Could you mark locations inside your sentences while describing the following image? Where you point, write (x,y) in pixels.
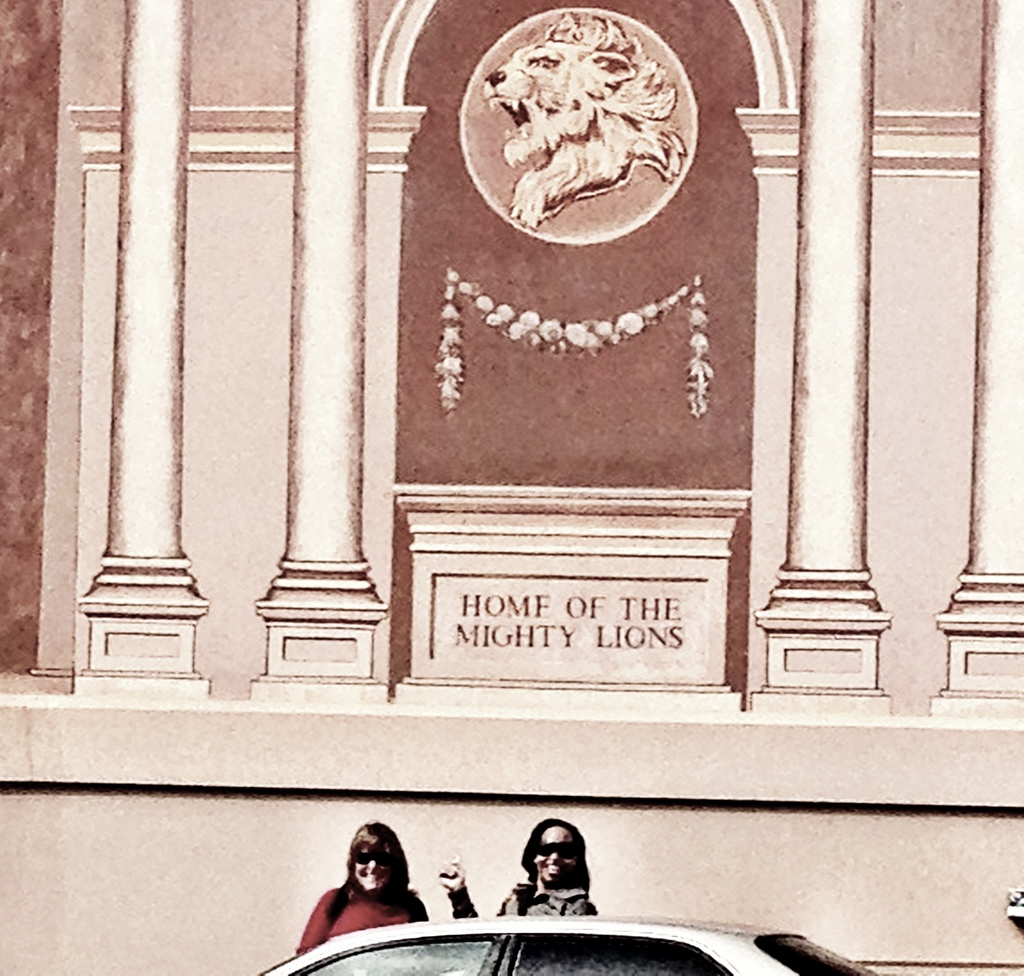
This picture is consists of a posters (448,565), which includes the home (523,447) of a mighty lions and there are two ladies (440,875) and a car (829,957) at the bottom side of the image (698,962).
